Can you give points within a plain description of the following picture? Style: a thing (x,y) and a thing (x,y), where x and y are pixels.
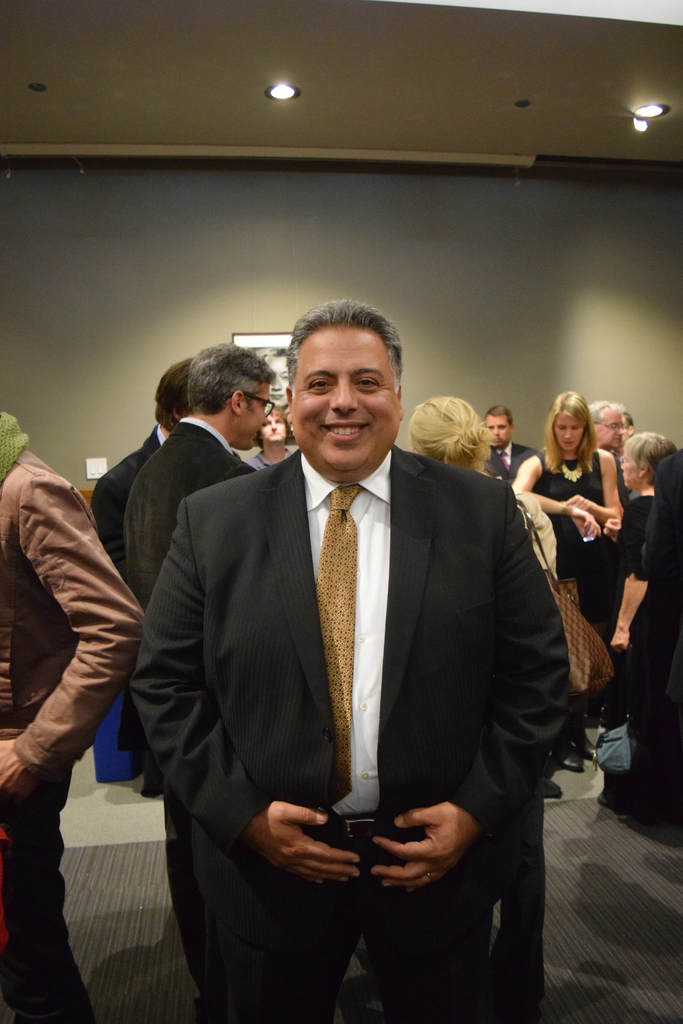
In the image in the center (293,599), we can see one person (405,655) standing and he is smiling, which we can see on his face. In the background (296,320) there is a wall (308,269), roof (604,45), photo frame (288,363), switchboard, lights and few people (519,451) are standing.
